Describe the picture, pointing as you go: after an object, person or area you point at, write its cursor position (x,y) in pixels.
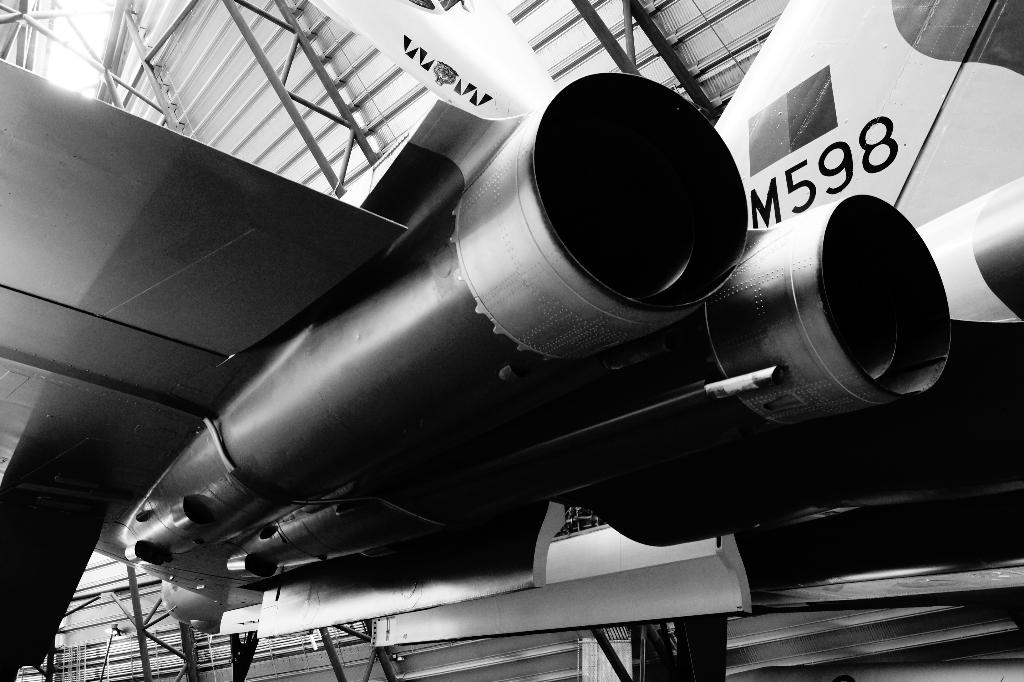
In this image I can see an aircraft (454,255) and on it I can see something is written. I can also see this image is black and white in colour.
